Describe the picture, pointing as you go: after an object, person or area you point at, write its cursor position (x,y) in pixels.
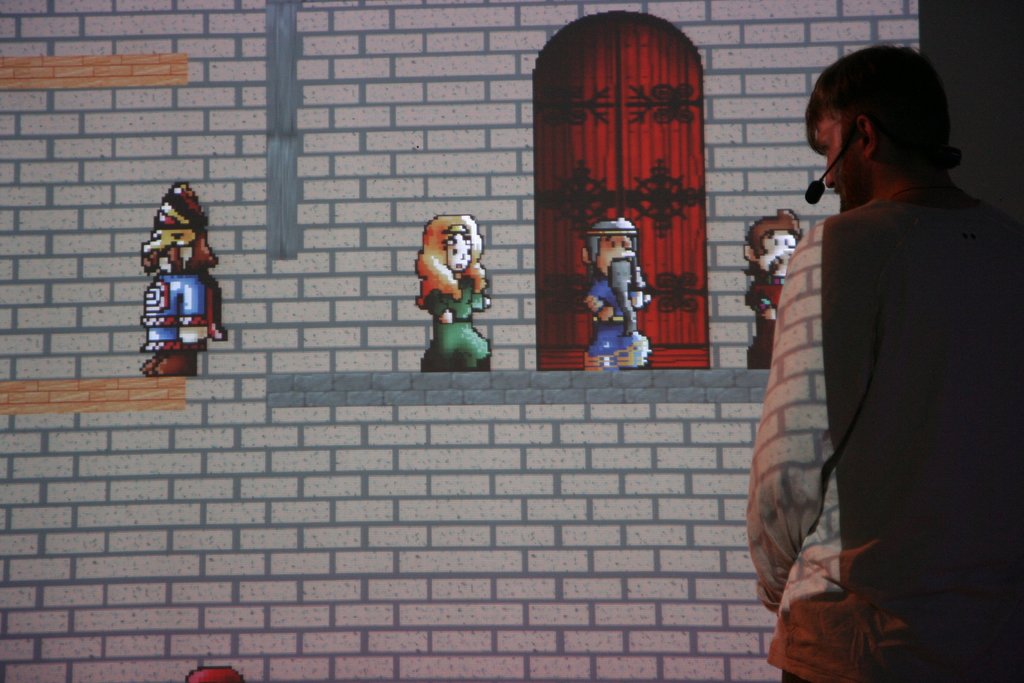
In this image we can see a person (978,298) wore a mike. In the background (377,325) we can see wall (492,331) and pictures (461,235).
